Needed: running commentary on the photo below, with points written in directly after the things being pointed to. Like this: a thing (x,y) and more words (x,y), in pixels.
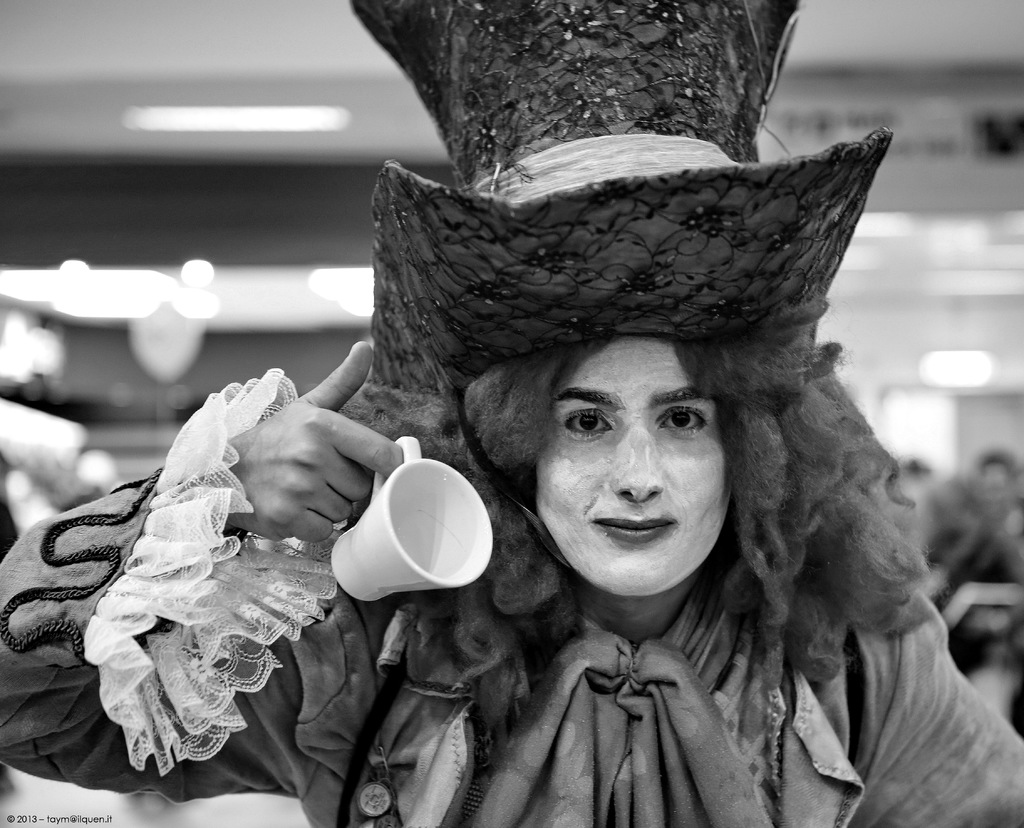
This is a black and white picture and the background (1019,388) is blurry. Here we can see a person (537,396) wearing a fancy dress (386,619) and holding a white colour cup (381,552) in hand (278,529).
